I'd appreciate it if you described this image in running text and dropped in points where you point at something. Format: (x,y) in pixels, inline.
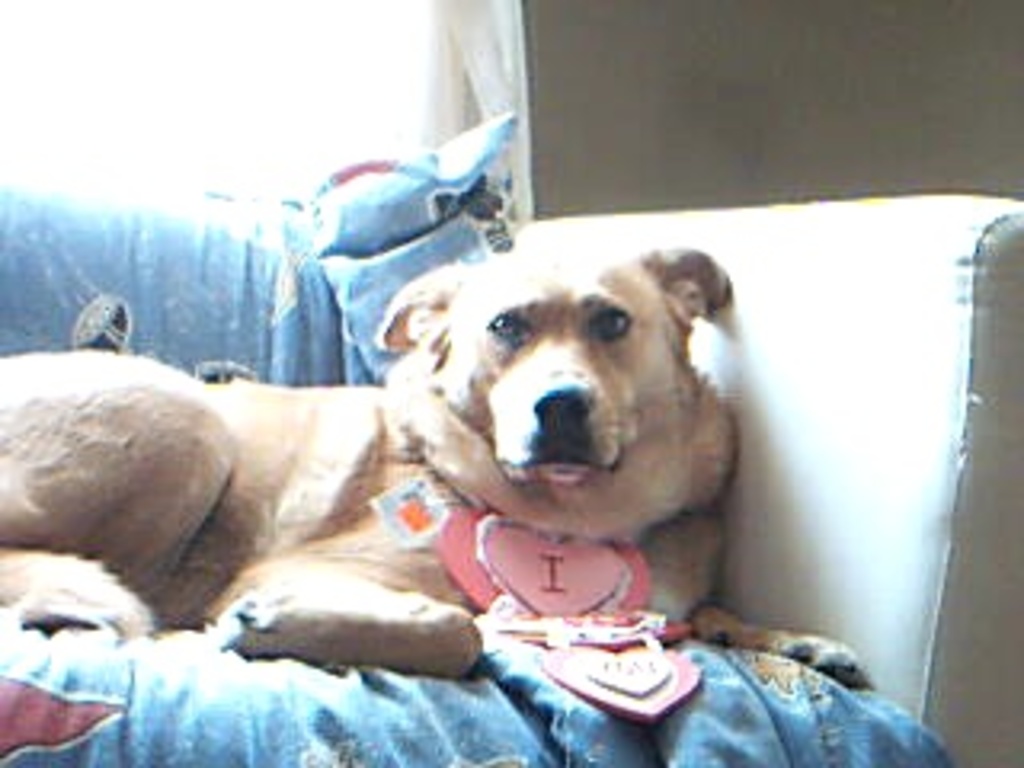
A dog (363,552) is sitting on the sofa (912,523), there is cloth (207,304).
